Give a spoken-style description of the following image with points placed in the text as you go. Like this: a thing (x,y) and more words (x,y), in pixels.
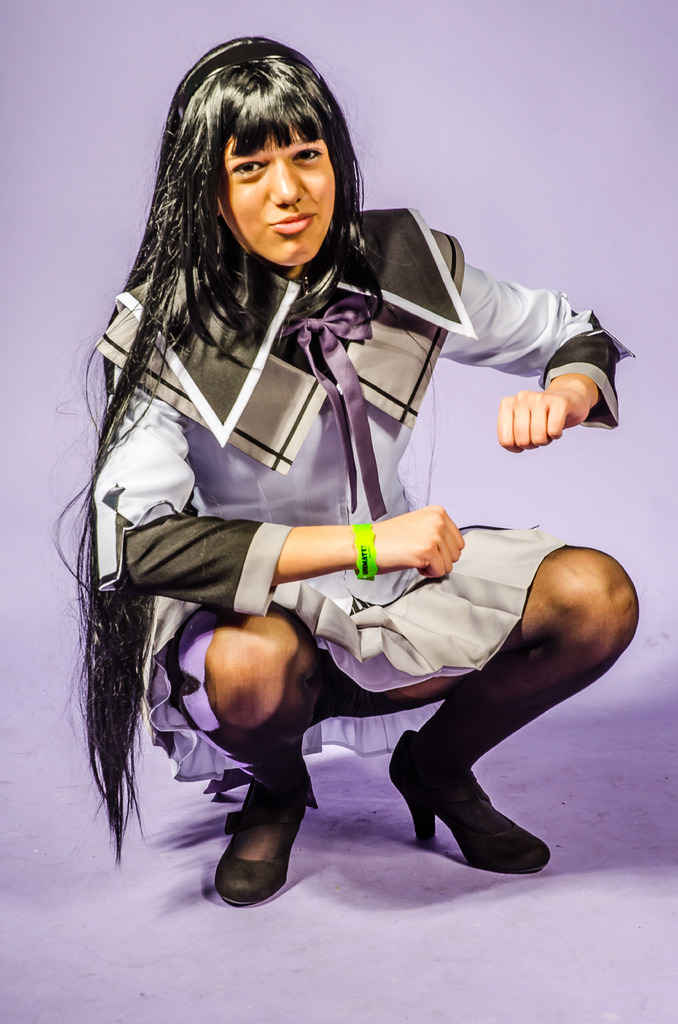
In the picture I can see a person (130,507) wearing different costume (290,686) is smiling and is in the squat position. The background of the image (44,168) is in violet color.
